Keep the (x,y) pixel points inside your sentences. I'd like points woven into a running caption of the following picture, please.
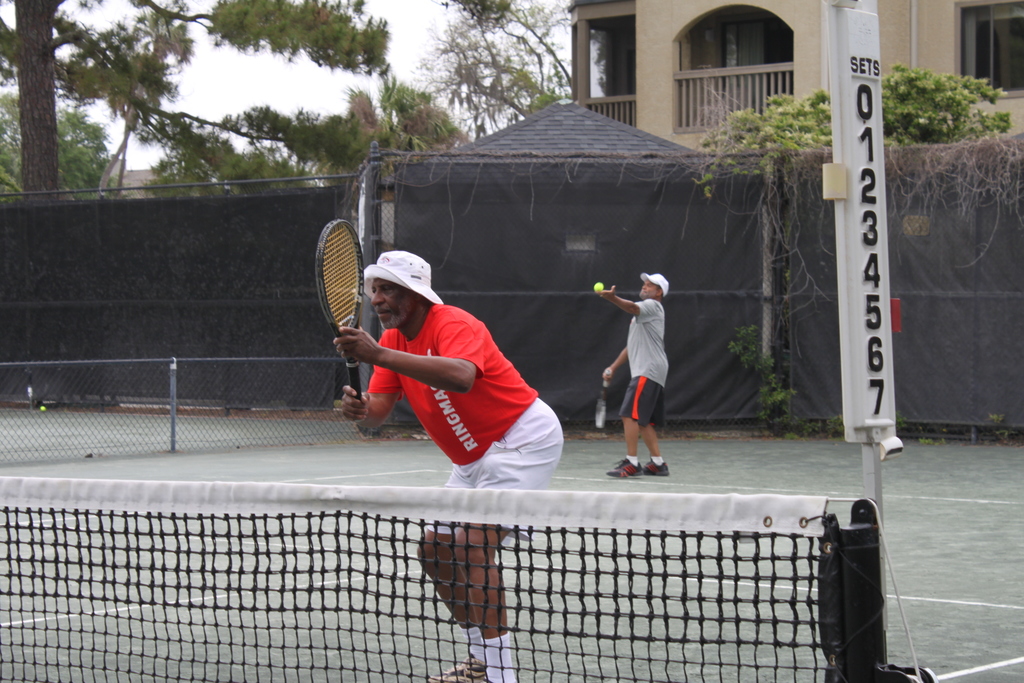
In this image there is a person (483,481) holding a tennis racket (356,373), behind the person (468,366) there is another person (652,331) is about to perform the action of serving the ball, behind them there are buildings (687,105) and trees (146,124), in front of them there is the net (378,512).
